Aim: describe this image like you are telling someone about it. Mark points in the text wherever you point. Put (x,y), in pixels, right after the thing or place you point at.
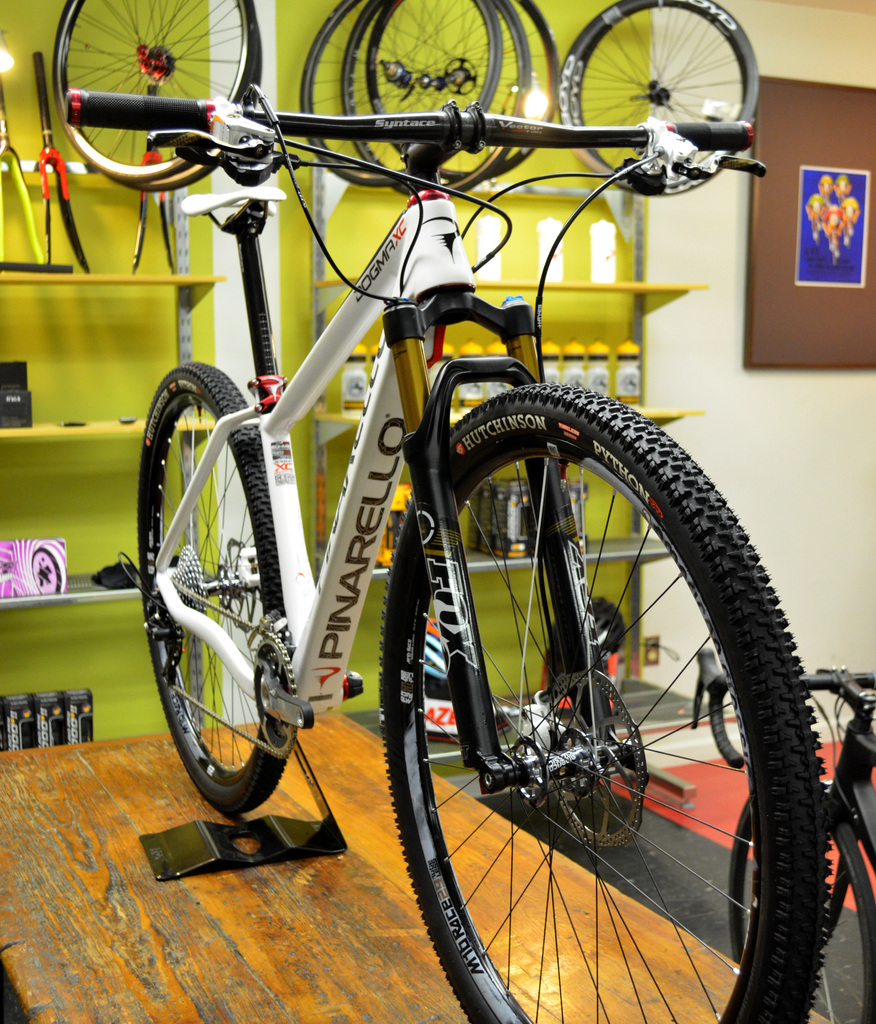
This is an inside view. Here I can see a bicycle (390,752) is placed on a table (190,922). In the background (51,563) there are few racks (642,309) in which some objects (625,363) are placed. At the top (328,26) there are few wheels (356,39) hanging. On the right side (807,208) there is a frame (804,243) attached to the wall (778,473).
